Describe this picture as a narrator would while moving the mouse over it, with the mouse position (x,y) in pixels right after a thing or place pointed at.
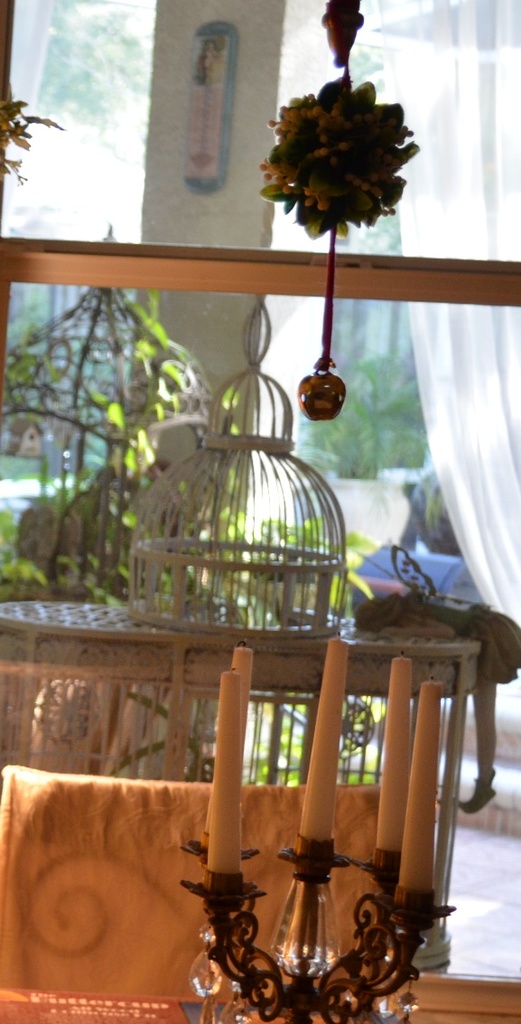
In bottom of the image (426,691) there is a candle stand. There is a table (16,611) at the center of the image (176,670). There are plants (348,410). There is a glass window (155,257).
